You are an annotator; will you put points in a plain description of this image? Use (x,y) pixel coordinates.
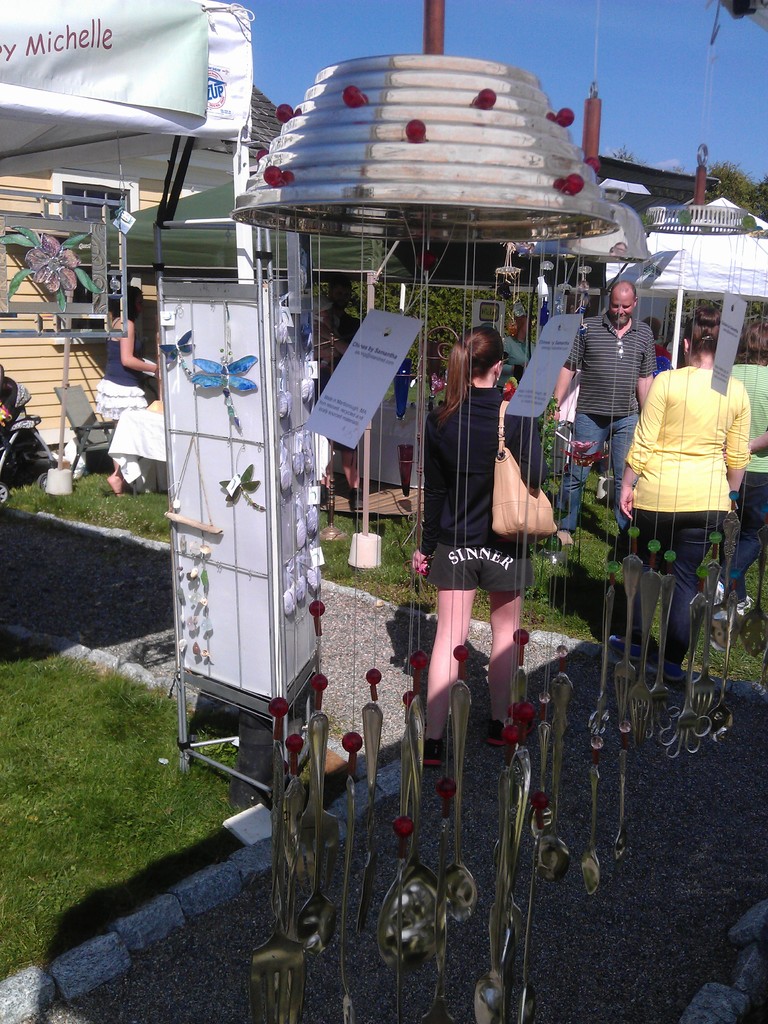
In this picture we can see some people (467,376) are standing, at the bottom (98,815) there is grass (104,792), we can see some decorative things (299,165) and papers (728,387) in the front (337,422), on the right side (700,298) and left side (3,116) there are tents (746,277), we can see a house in the background (276,117), on the left side (128,370) there is a person (128,370) sitting, we can see the sky (617,28) at the top of the picture (493,21), there is a tree (764,192) on the right side (758,200).
